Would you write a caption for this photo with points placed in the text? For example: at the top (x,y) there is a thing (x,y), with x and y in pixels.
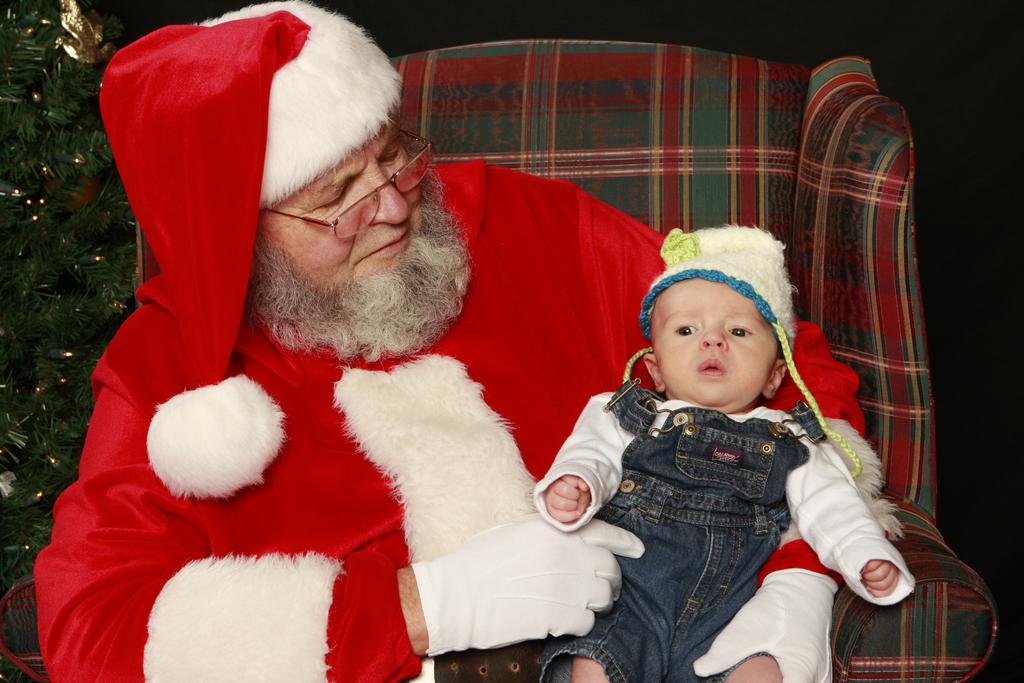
In the picture we can see a man (485,421) in a Santa costume (273,117) sitting on the chair (864,127) and holding a baby (690,579) and beside him we can see a part of the decorated tree (9,260).
